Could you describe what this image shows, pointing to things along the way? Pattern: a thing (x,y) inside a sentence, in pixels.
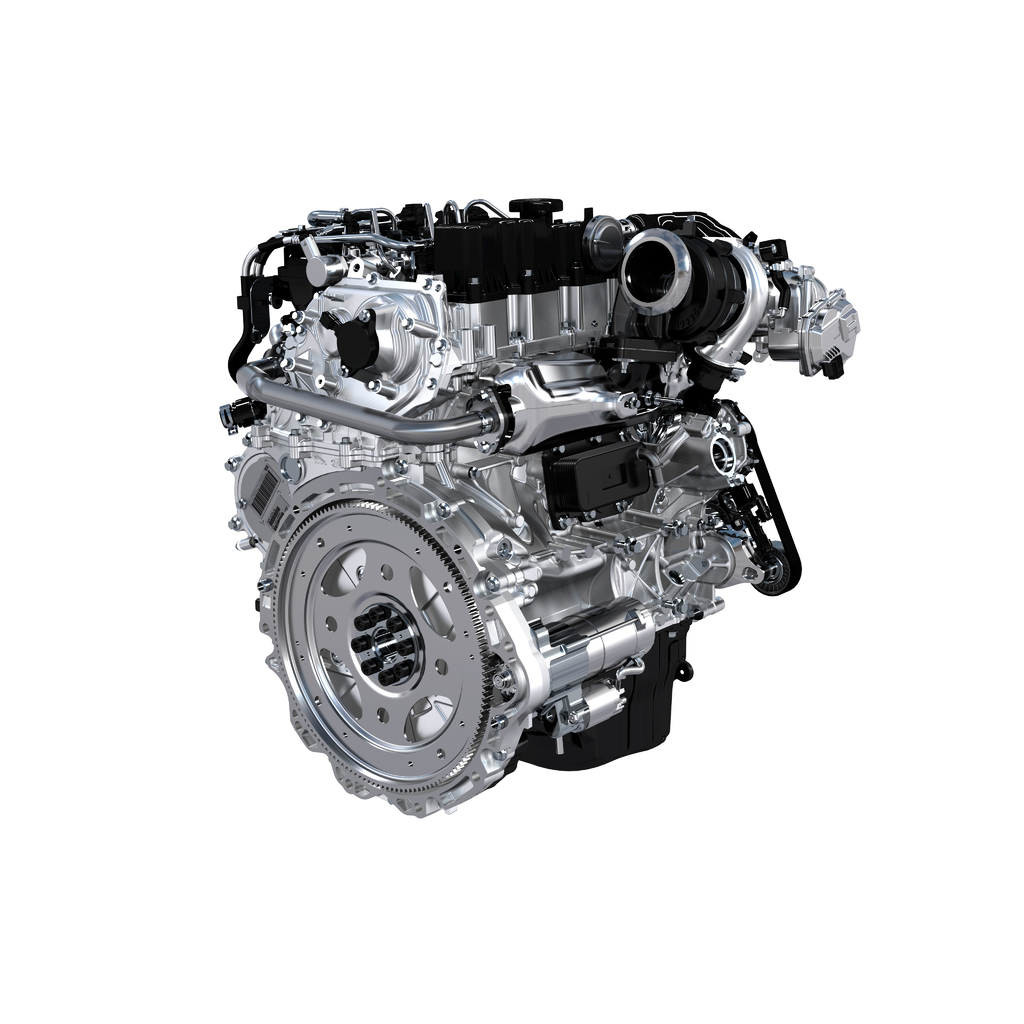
In this picture we can see a car engine (450,524), there is a white color background (353,95).
